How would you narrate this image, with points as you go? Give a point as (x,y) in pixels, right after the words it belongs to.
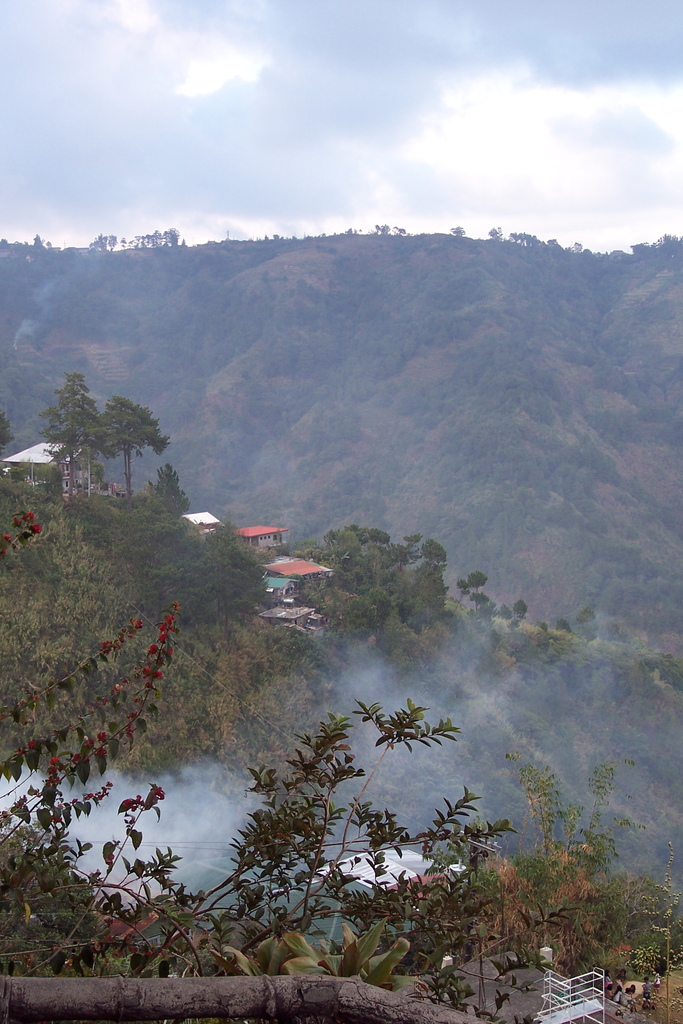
In this image we can see that there are few houses (201,526) on the hills (174,584). At the bottom (184,784) there is some smoke (260,797) near the hills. At the top (346,135) there is the sky (379,133). On the hills (246,610) there are trees (232,604).
